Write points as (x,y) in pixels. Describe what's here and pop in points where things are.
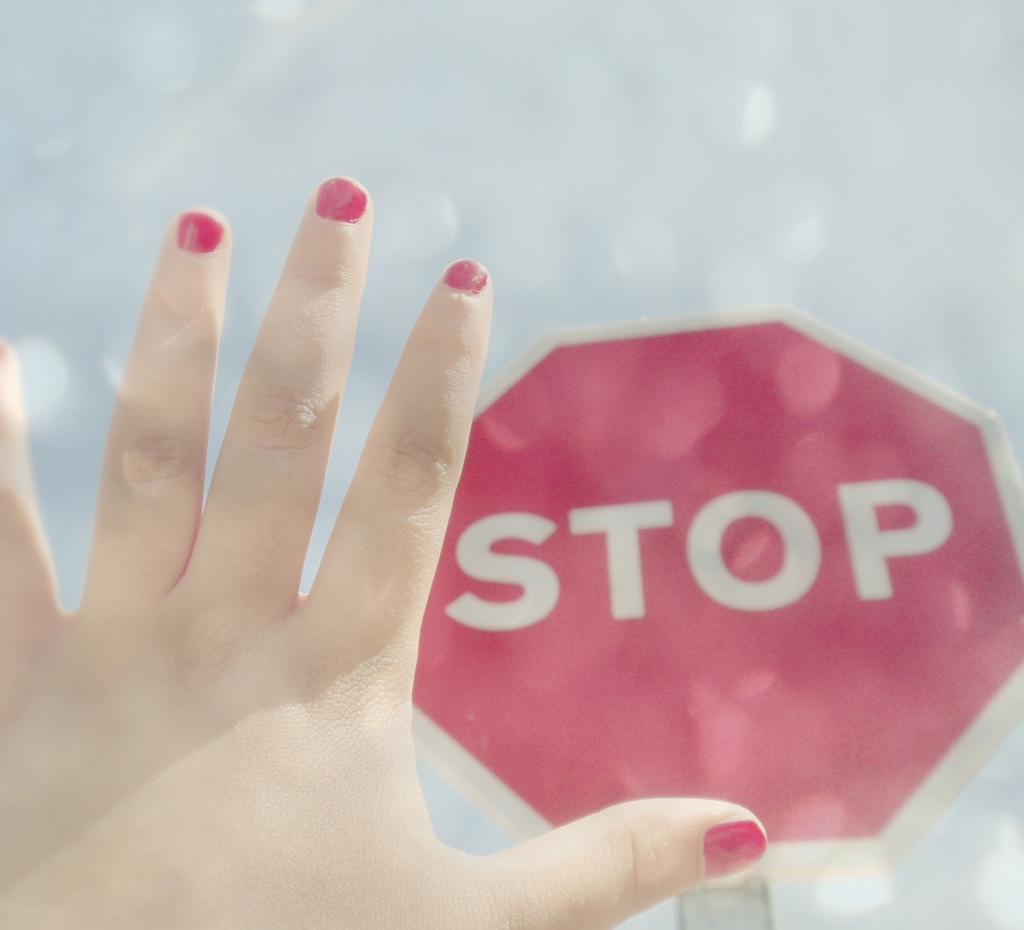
In this image we can see a person's hand (325,620) and a sign board (628,591).
